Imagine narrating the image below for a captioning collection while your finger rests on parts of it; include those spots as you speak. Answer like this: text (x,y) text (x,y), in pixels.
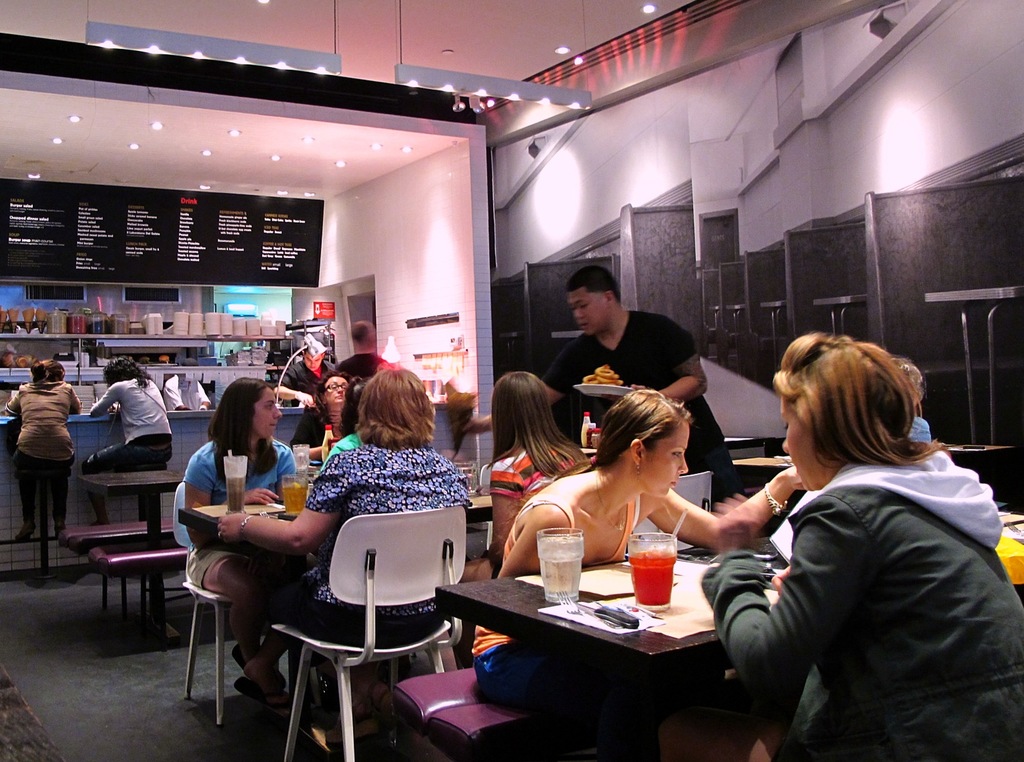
In the picture we can see some people (656,467) are sitting on the chairs (457,519) near the tables (14,712), and a person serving the food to them, he is holding a plate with the food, in the background (769,342) we can see a wall (760,171), desk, and some people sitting near the desk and in the ceiling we can see a lights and menu card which is placed on the ceiling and near to it there are some plates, glasses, jars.
